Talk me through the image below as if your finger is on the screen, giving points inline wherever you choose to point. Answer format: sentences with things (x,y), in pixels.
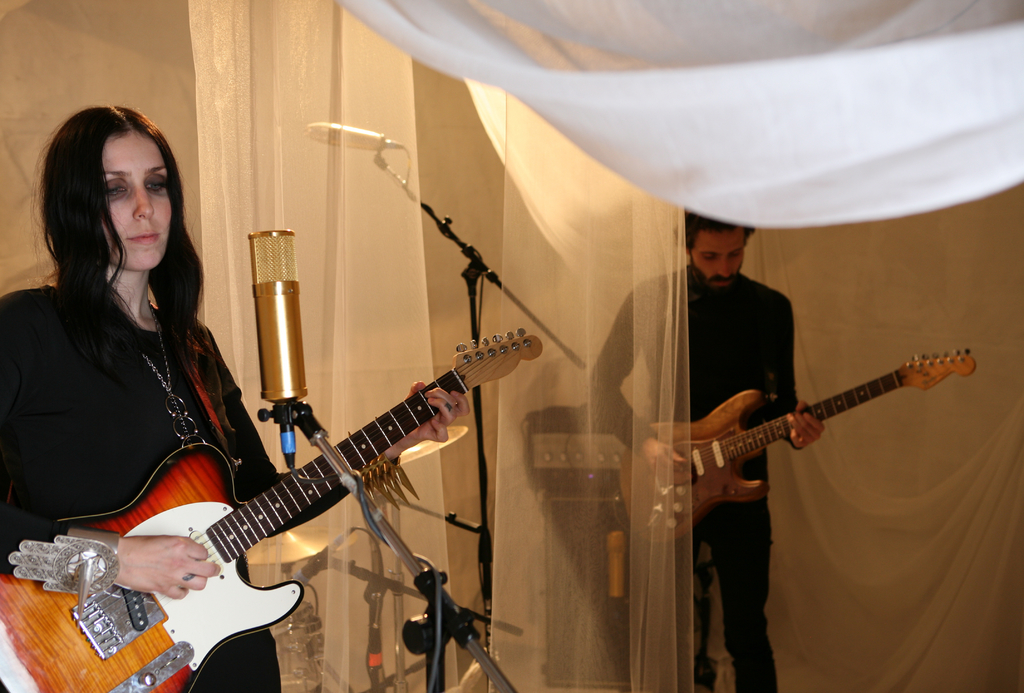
In this image I can see two people (209,397) with black color dress (29,455) and these people (79,385) are playing the guitar (192,502). One person (68,407) is standing in front of mic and there is a white curtain (590,262) between them.
